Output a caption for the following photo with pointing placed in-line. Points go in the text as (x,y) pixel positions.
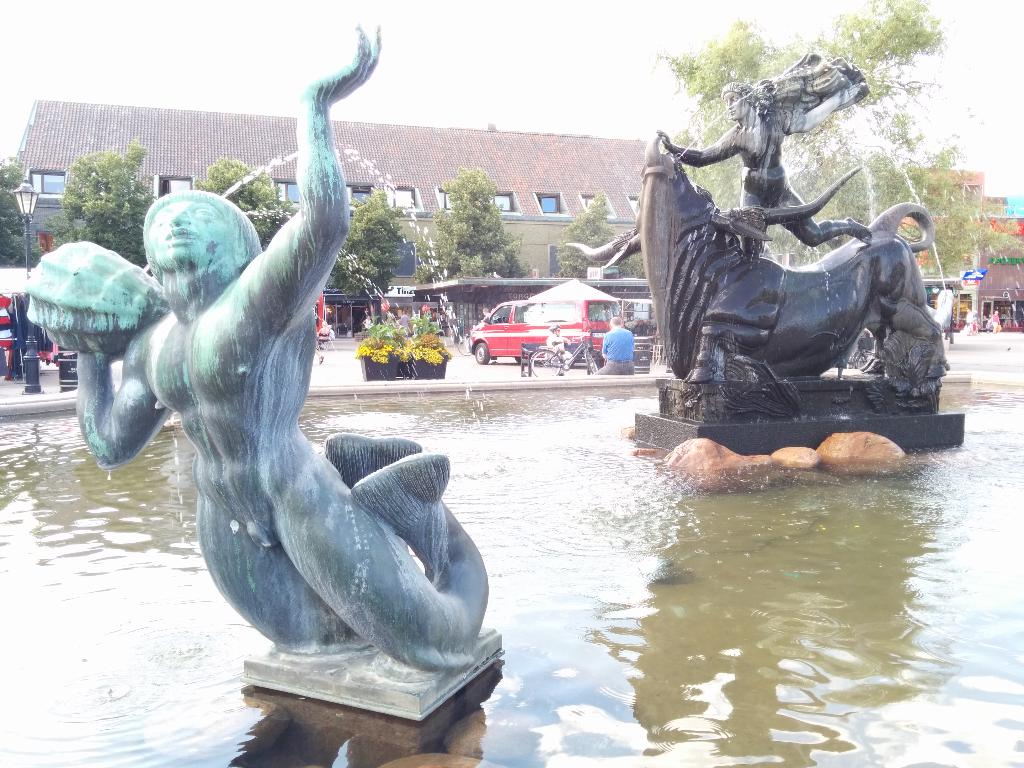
In the image there are two sculptures (791,268) in the water surface (512,632) and the water (390,193) is flowing down from those sculptures (773,267) and behind them there are some vehicles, trees (958,187) and behind the trees (374,217) there is a building (586,195).
